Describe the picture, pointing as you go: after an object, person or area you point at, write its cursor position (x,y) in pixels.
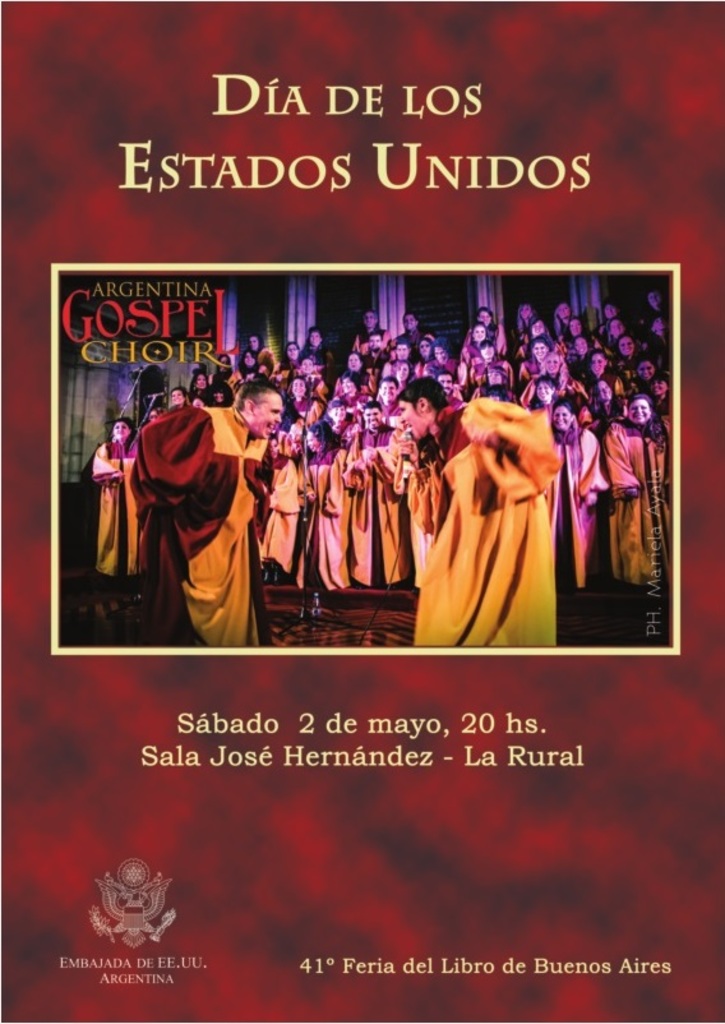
In this image, we can see a flyer (550,160) contains picture (213,498) and some text (283,726).
